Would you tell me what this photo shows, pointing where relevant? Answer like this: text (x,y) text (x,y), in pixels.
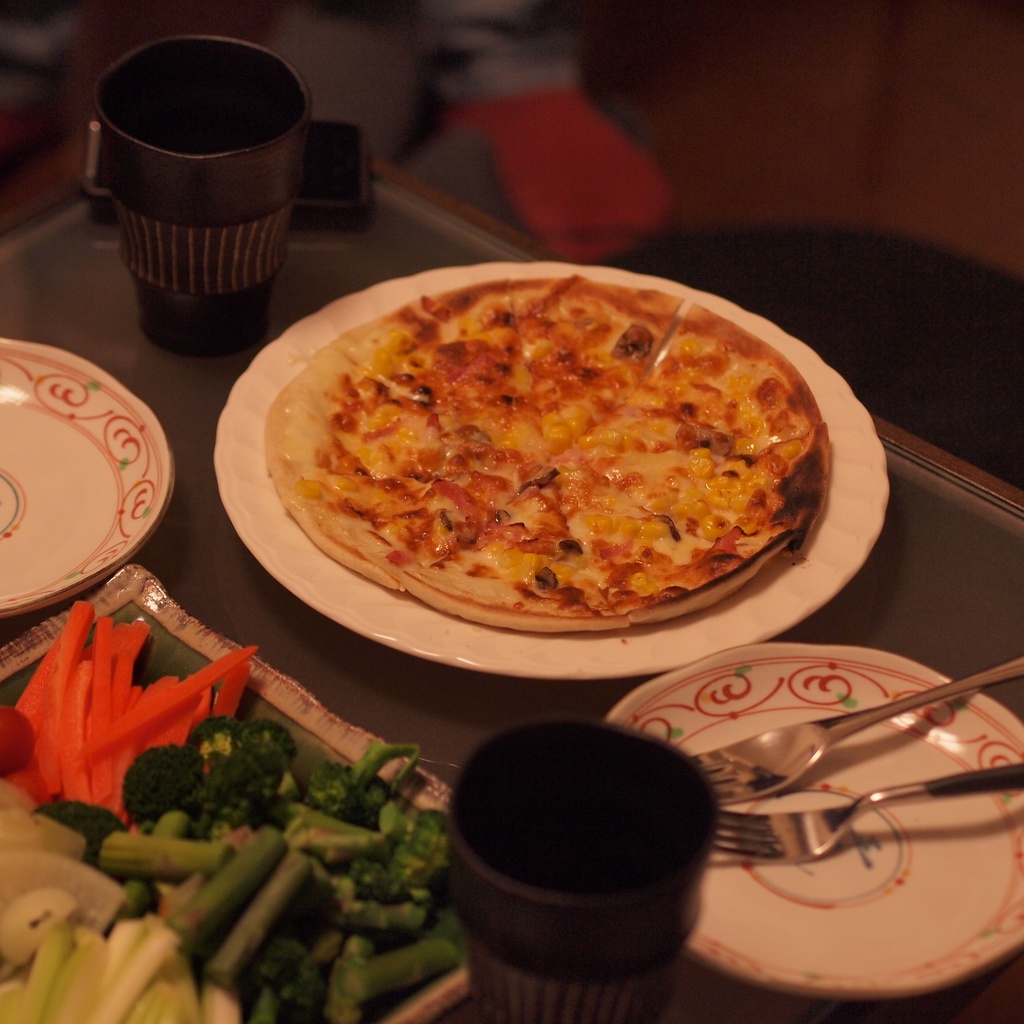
In this picture I can see a plate (806,579) with food (627,360) and few vegetable pieces (187,840) in the tray (177,618) and couple of glasses (511,999) and couple of plates (60,445) and couple of forks (1013,780) and a mobile (318,190) on the table (948,667).
